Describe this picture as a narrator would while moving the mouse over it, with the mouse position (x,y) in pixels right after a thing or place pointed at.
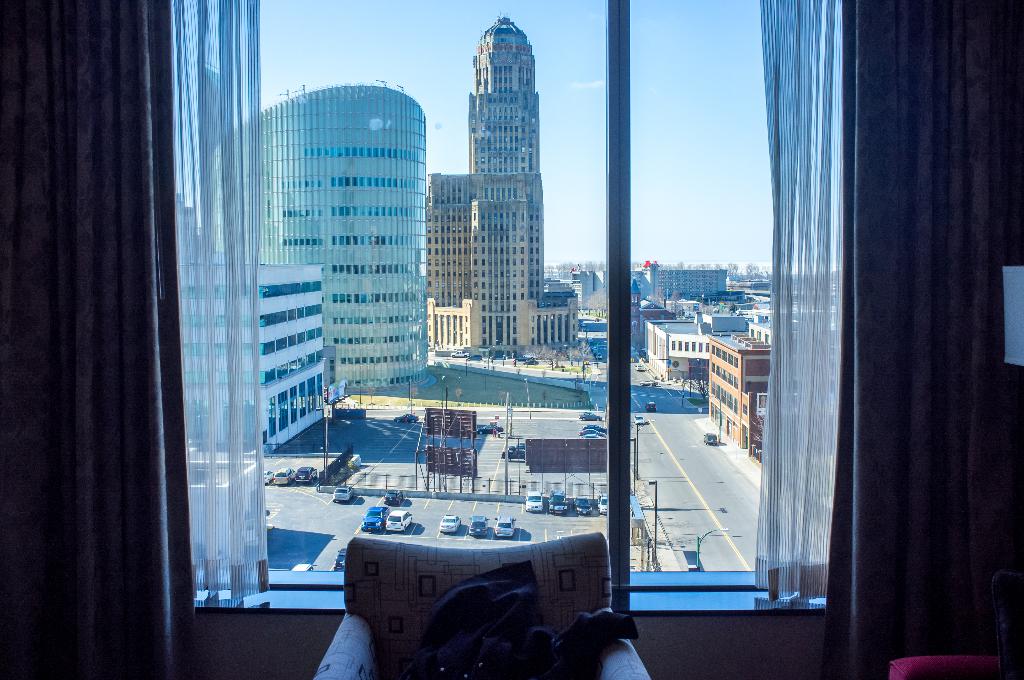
In this image, we can see a window (555,185) contains curtains (948,299). There is a chair (609,652) at the bottom of the image (587,575). There are some buildings (726,347) and cars (505,523) in the middle of the image (359,297). There is a sky (361,38) at the top of the image (381,38).
